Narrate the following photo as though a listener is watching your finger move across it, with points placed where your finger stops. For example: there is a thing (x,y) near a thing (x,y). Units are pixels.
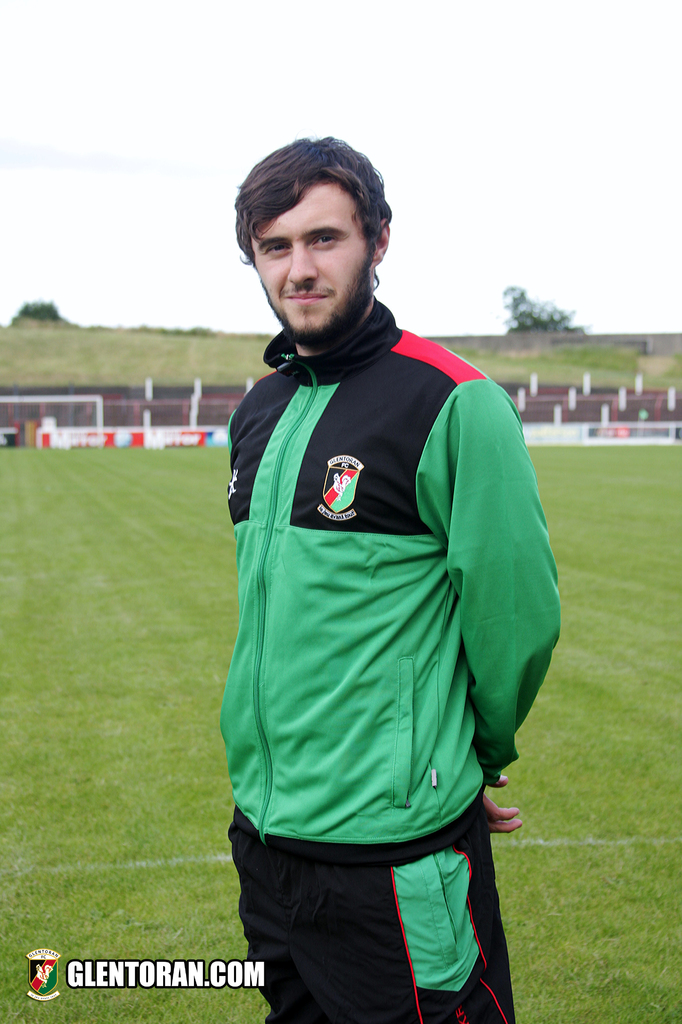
This image consists of a man (337,619) wearing a green jacket (451,764) is standing on the ground (676,596). At the bottom (612,705), there is green grass (28,667). In the background (115,424), we can see a fencing (206,395) along with a goal post (82,402). At the top (406,115), there are trees (534,305) along with the sky (179,163).
